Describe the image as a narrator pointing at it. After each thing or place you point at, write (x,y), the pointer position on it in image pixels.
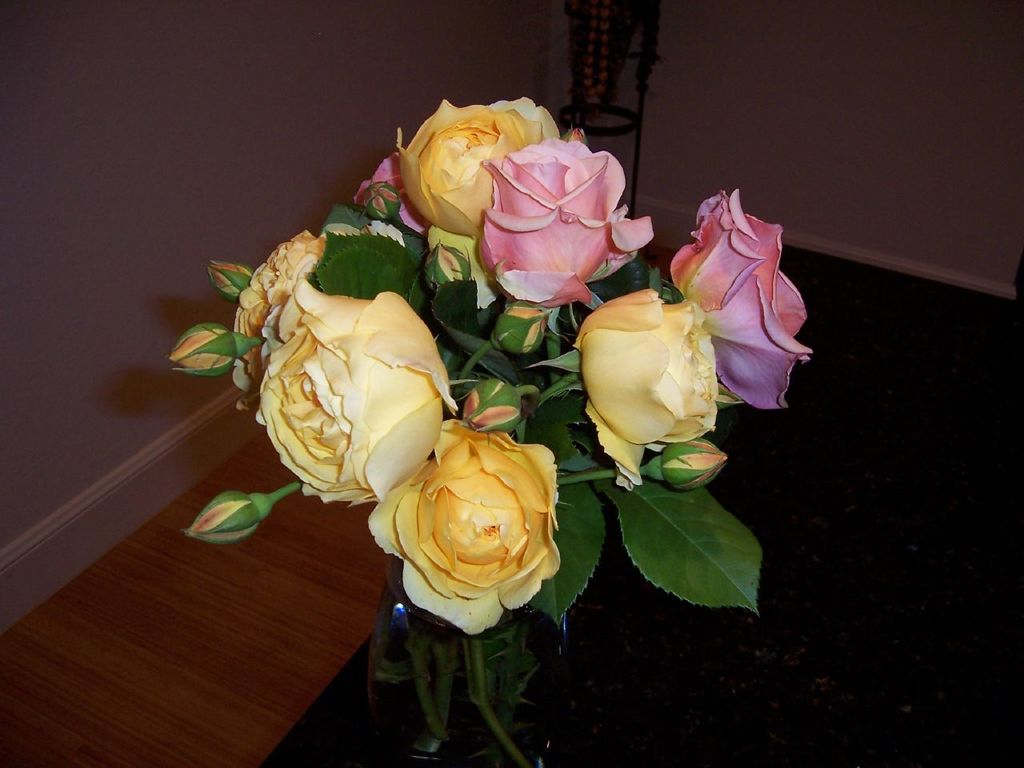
In this image we can see a flower vase (455,663) with flowers (446,453), buds (676,452) and leaves (687,513) on the table (718,666), and there is a stand (602,120) near the wall (876,137).
